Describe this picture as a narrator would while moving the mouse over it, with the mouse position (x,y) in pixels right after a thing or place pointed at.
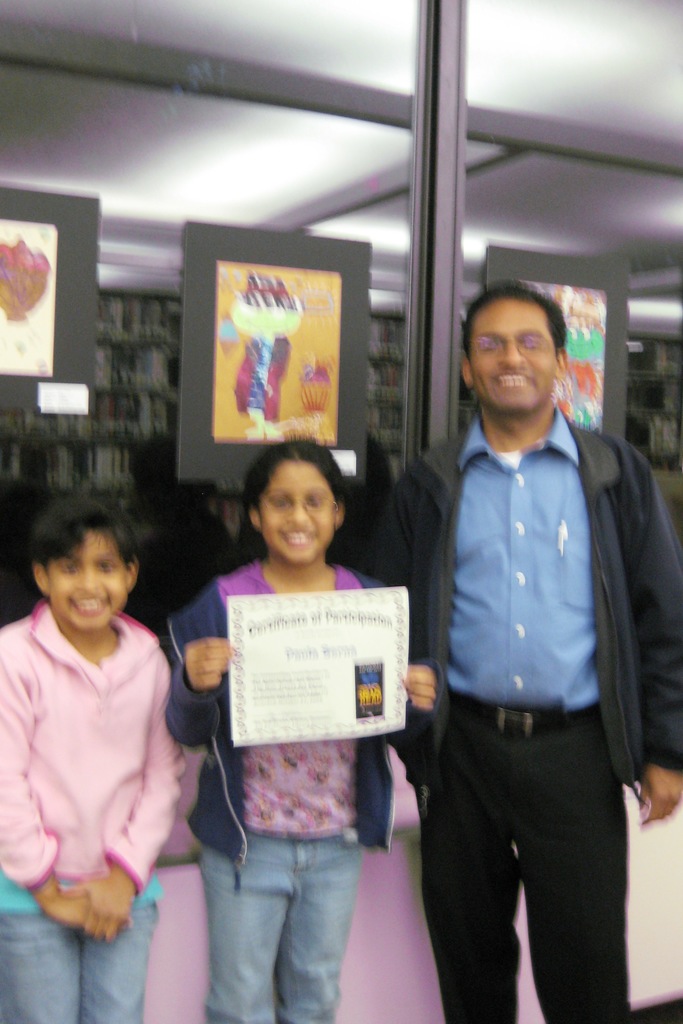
In this image, we can see a man (491,527) and two children (290,543) are standing and they are smiling and one of them is holding a paper (317,678). In the background (41,344), we can see some posters (366,284).
